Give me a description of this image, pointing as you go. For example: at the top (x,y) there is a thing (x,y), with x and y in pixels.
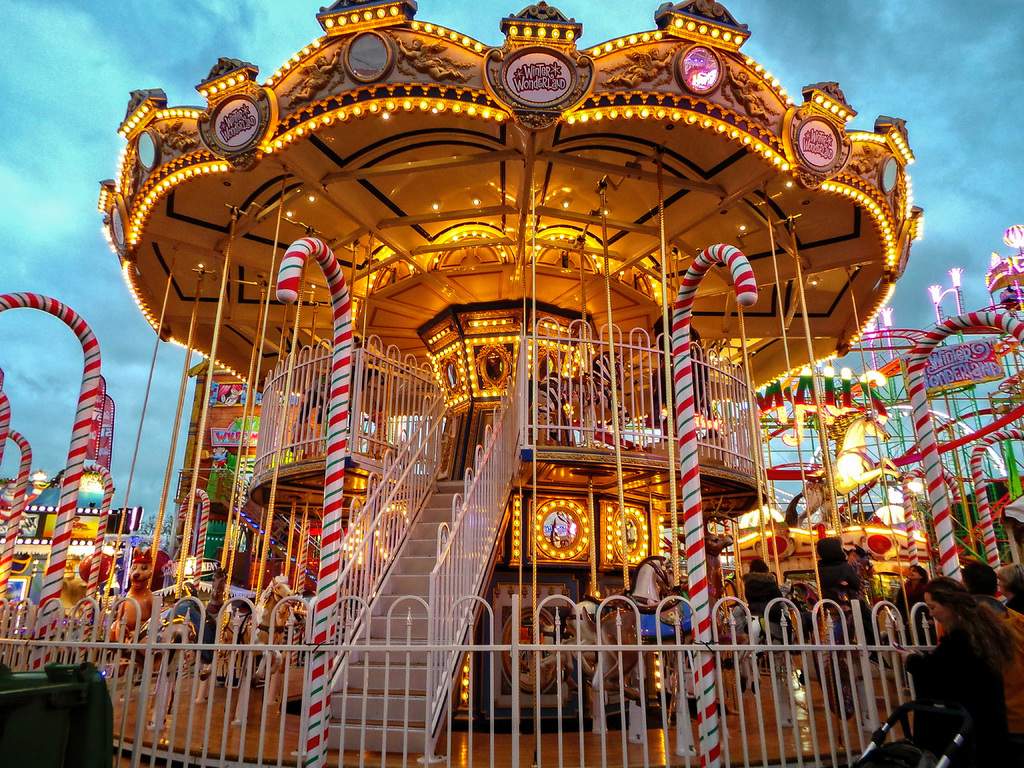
In the picture I can see horse carousel (391,586), fence (358,354), lights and some other objects (238,571). In the background (945,176) I can see the sky (951,195).
